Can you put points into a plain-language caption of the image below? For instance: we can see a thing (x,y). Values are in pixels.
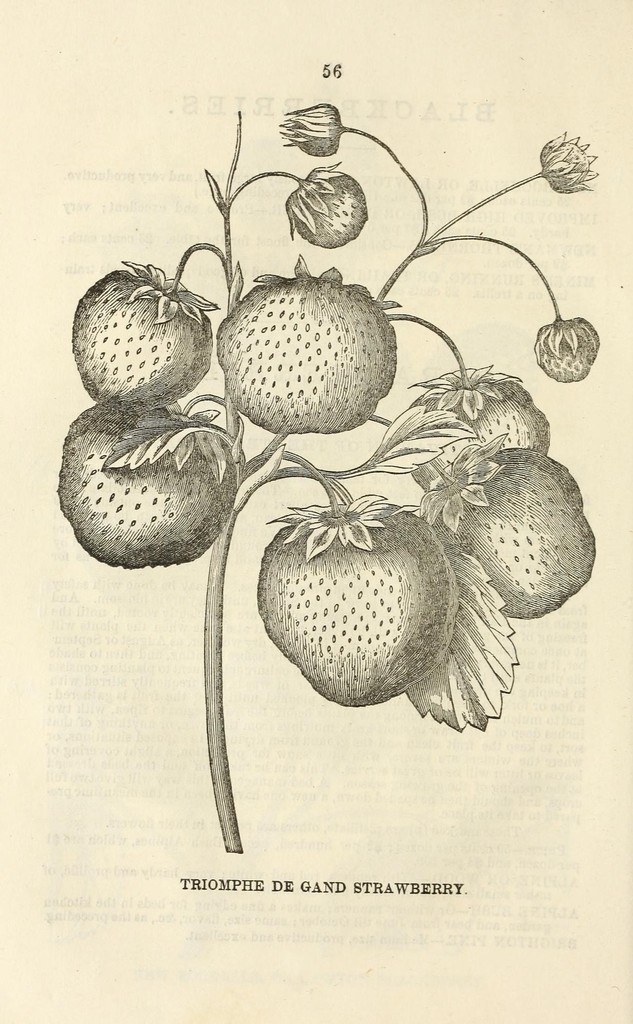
In the image I can see a poster (380,463) on which there is the sketch (305,578) of some flowers (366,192) and fruits (275,317).
